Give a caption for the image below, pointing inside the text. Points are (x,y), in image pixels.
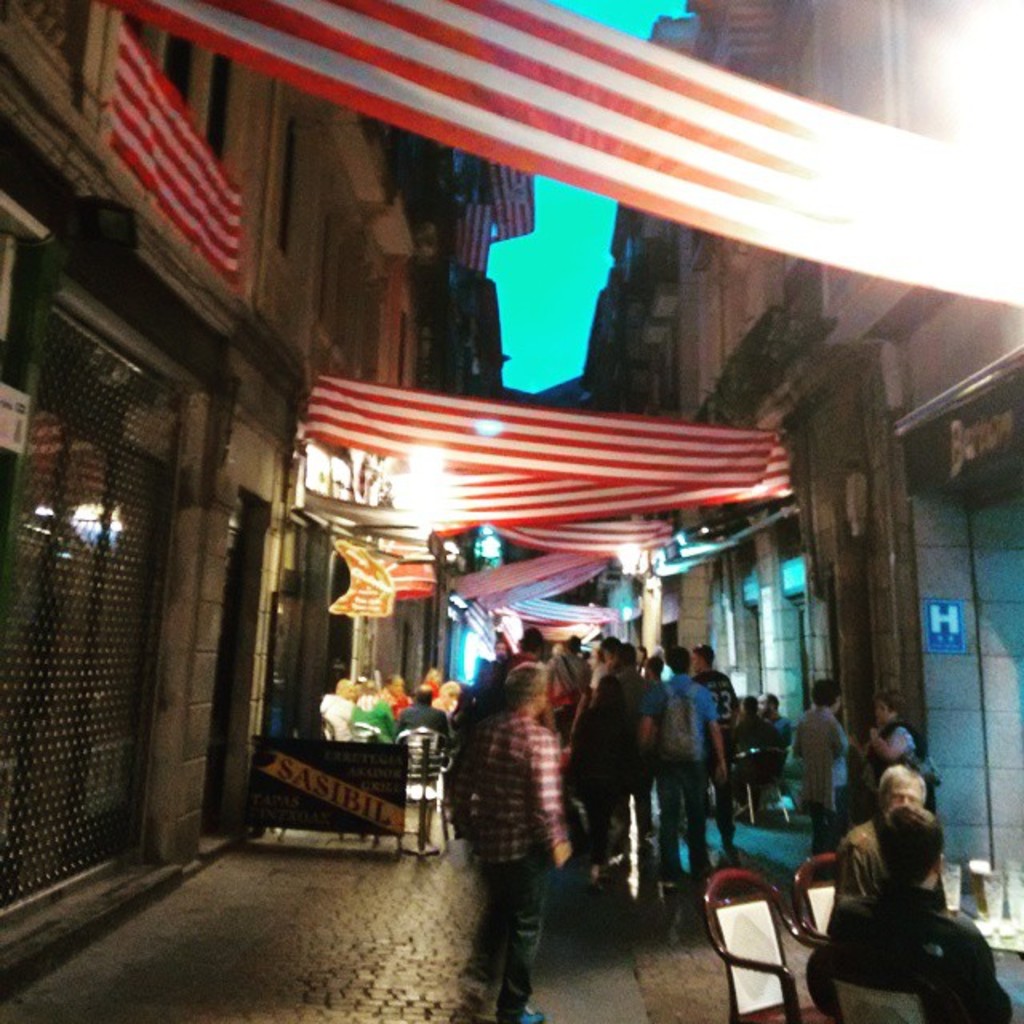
This is completely an outside view picture. At the right (931,333) and left side of the picture (190,278) we can see buildings (20,254). These are the red cloth decoration (700,461). this is a road (367,948). Here we can see few persons (640,799) walking on the road (645,945). Here we can few persons (404,728) sitting on the chairs (365,732) in front of a table (978,914). Near to these persons (894,782) we can see other two persons (894,718) standing and talking something. this is a board (956,652) on the wall (948,827).
